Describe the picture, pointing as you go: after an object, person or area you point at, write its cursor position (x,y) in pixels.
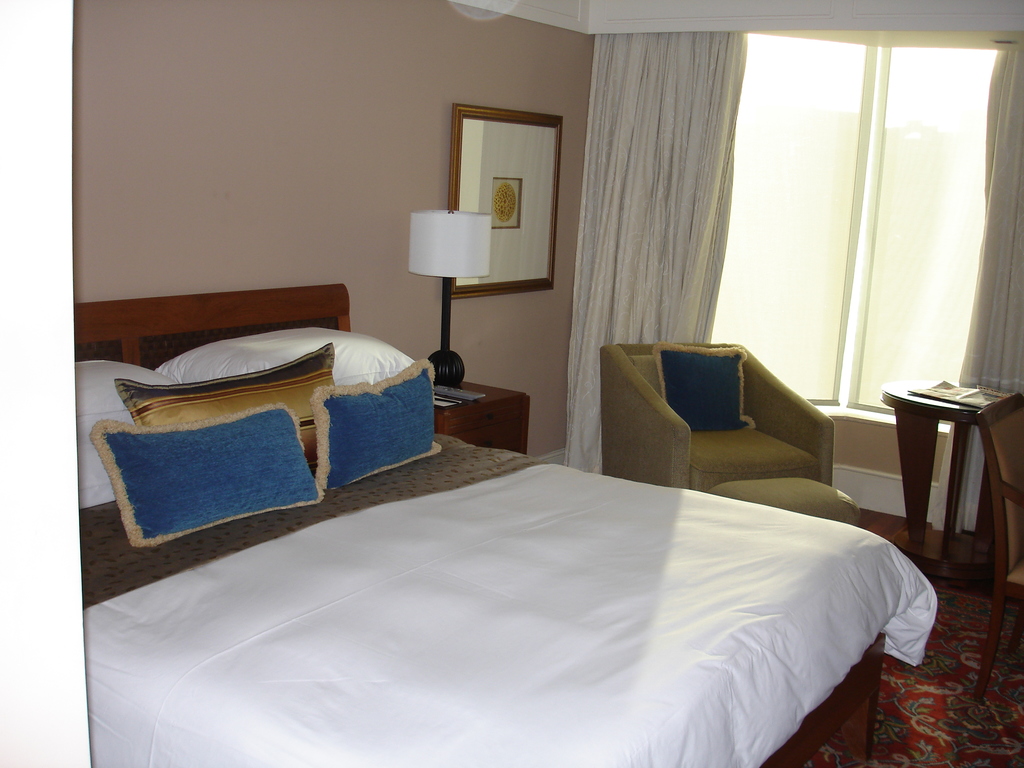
This picture shows a room (305,350) and we see a bed (542,503) and few pillows (365,456) on it and we see a chair (677,420) with a cushion (679,373) and we see a photo frame (521,269) on the wall (464,302) and we see lamp (443,334) on the table (472,430) and we see a table (956,537) and a chair (993,439) on the side and we see newspaper (996,398) on the table (955,414) and we see a stool (751,485) and a couple of curtains (1004,325) to the window (823,187).
